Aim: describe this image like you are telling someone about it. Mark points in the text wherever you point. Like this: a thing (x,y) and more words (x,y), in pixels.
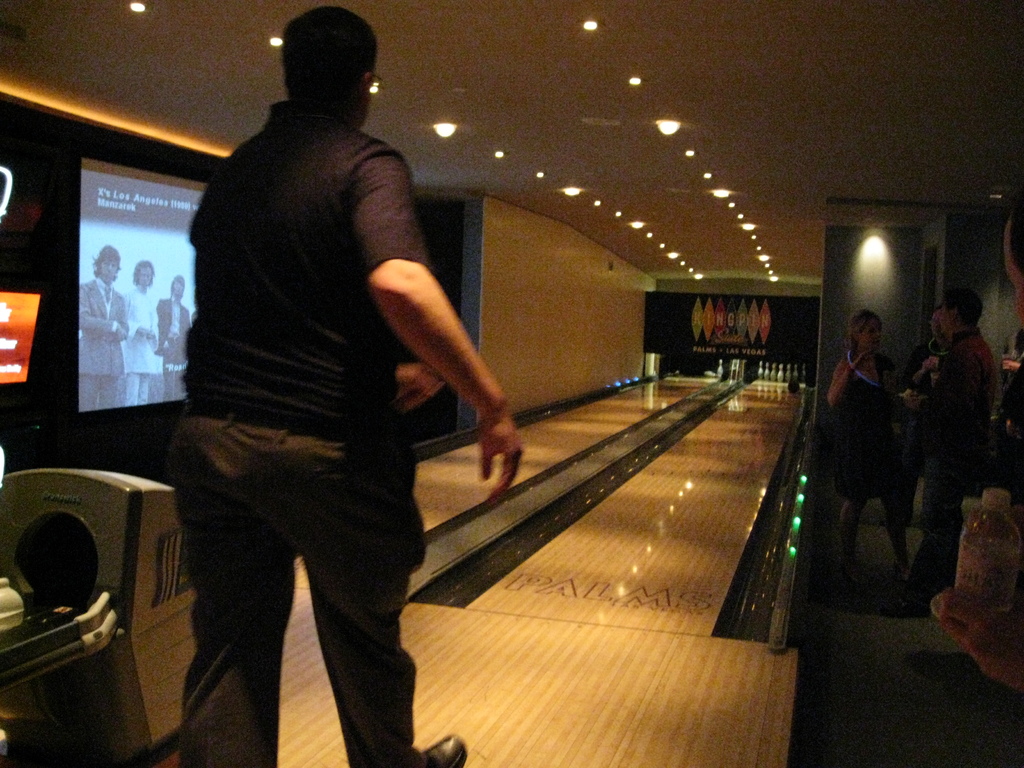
In this image, we can see people (360,210) wearing clothes (942,452). There is a screen (129,305) on the left side of the image (144,309). There is a machine (118,560) in the bottom left of the image (71,556). There are lights (772,276) on the ceiling (766,205) which is at the top of the image (545,65). There is a bottle (972,518) in the bottom right of the image (990,541).
